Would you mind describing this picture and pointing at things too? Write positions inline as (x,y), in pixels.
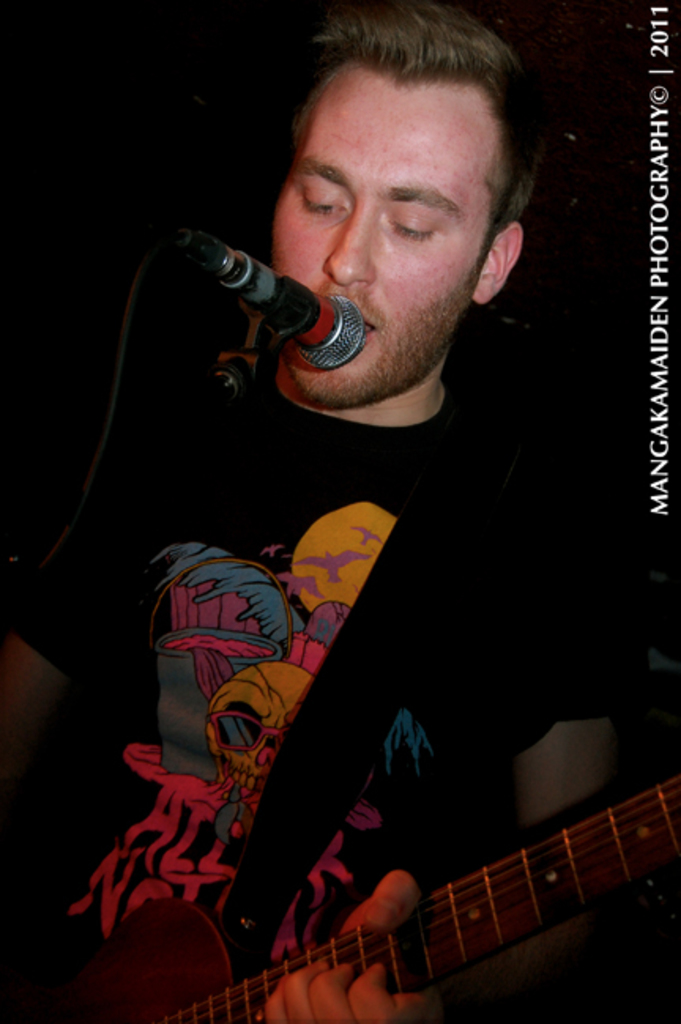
In this picture there is a boy (532,580) who is singing in the mic (310,309) which is placed in front of him by holding the guitar (371,940) in his hands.
